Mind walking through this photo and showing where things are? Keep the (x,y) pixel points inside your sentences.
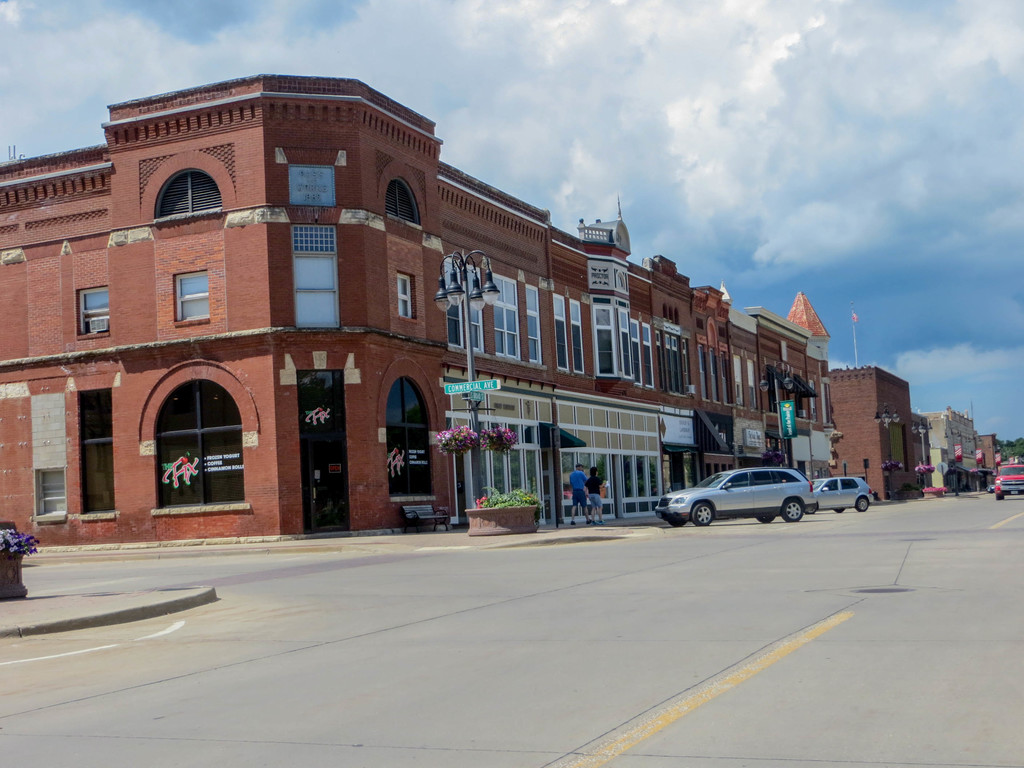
In this image in the center (452,408) there are some buildings (881,445), vehicles (704,491) and some persons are walking. And also i can see some boards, flower pots (911,491), plants (931,491) and at the bottom (413,628) there is road (484,647). At the top of the image (629,42) there is sky (452,54).
